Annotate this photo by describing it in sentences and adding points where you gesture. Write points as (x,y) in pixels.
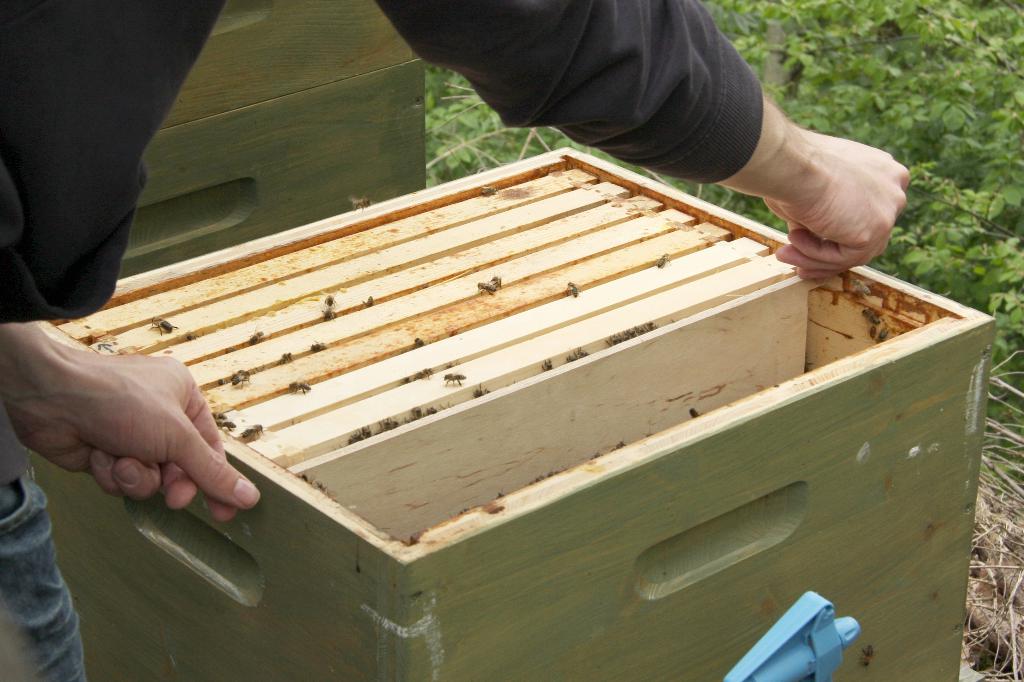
In this image a person (526,11) is holding a wooden box (536,493) having honey bees (475,394) in it. Background (984,119) there are few plants (913,171).
